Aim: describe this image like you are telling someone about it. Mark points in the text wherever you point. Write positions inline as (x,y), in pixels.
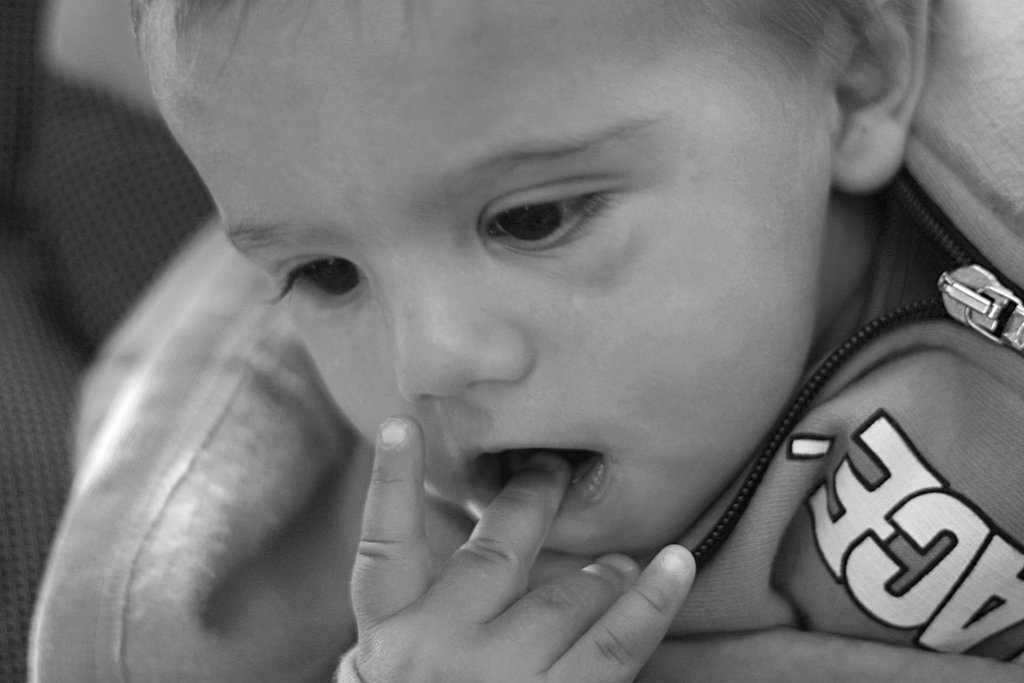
In this picture we can observe a kid (387,383). He is holding his finger (519,502) with his mouth (594,479). This is a black and white image.
